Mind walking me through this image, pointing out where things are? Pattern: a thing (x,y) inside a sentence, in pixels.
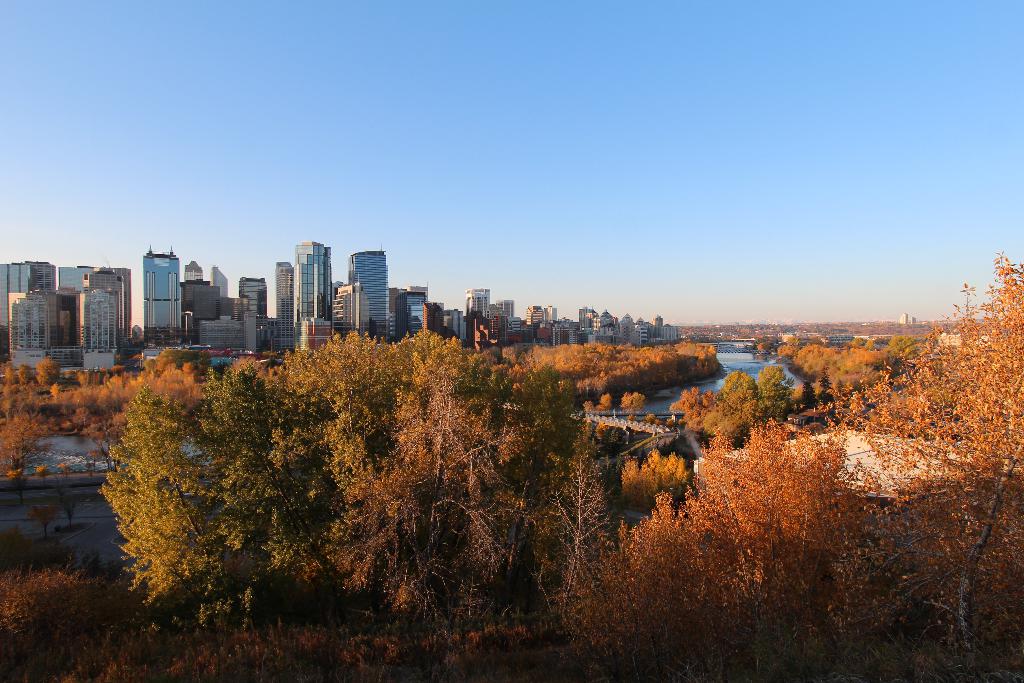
In the image there are many tall buildings (251,321) and in front of those buildings (36,359) there are plenty of trees (862,403) and in between the trees (617,438) there is a river (720,355).
